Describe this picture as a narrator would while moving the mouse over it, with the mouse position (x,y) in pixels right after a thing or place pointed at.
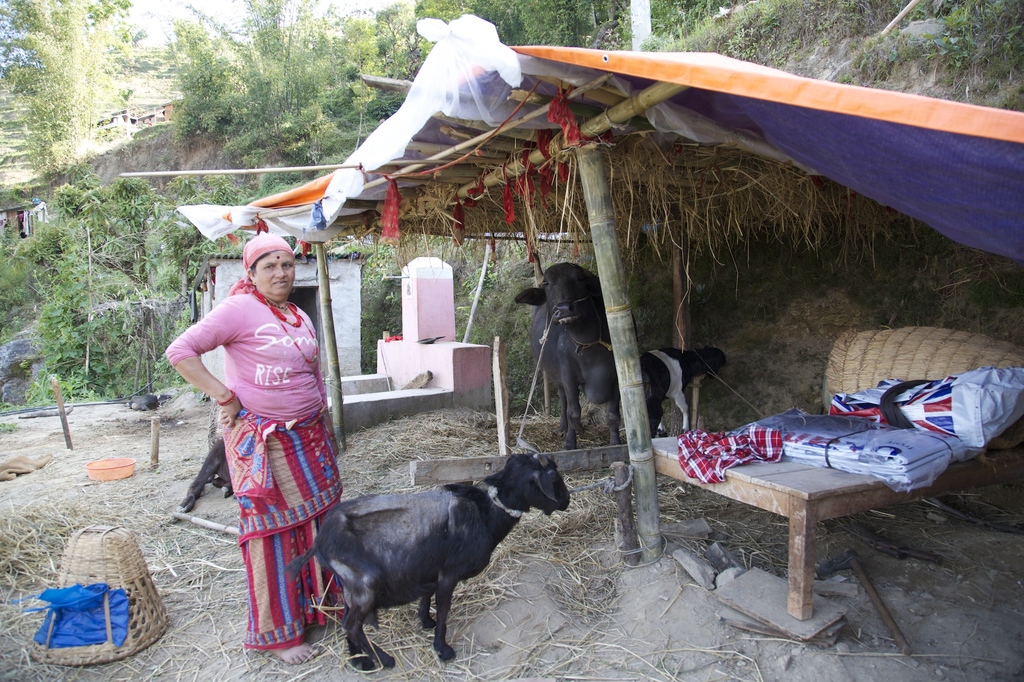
In this image I can see a person (257,410) is standing and few animals (554,328) in black and white color. I can see houses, shed (509,169), wooden bed (747,485) and few objects (842,441) on it. I can see basket (119,565), trees (87,295), tap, grass (58,541) and few objects (118,616) on the ground (646,588).
